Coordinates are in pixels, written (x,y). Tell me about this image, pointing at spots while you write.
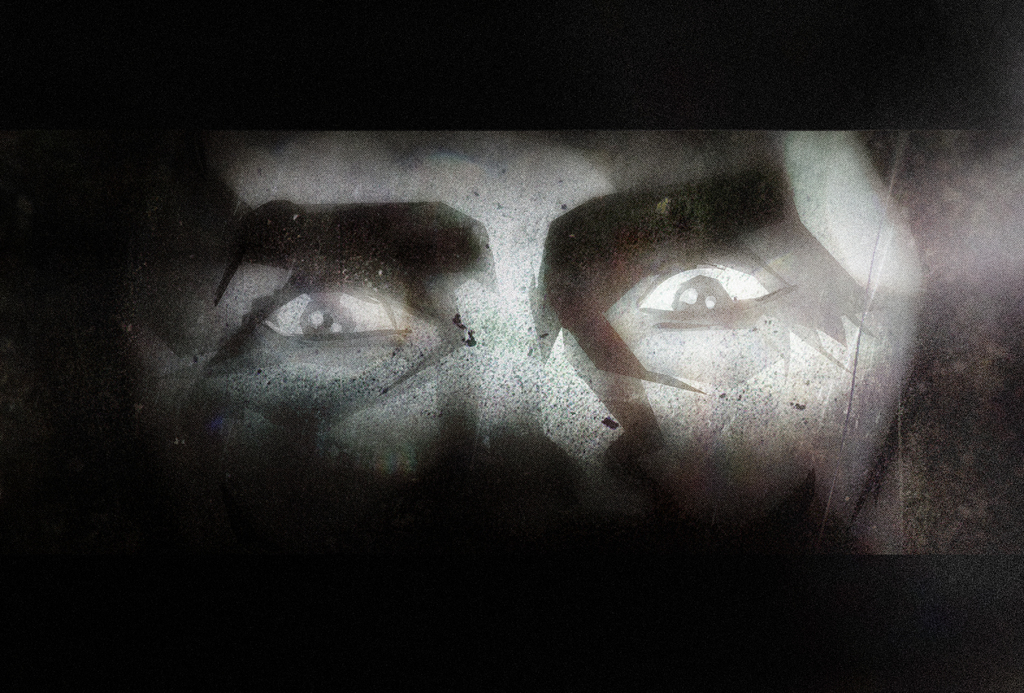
In this picture we can see a person face (305,453) and in the background (119,81) it is dark.
